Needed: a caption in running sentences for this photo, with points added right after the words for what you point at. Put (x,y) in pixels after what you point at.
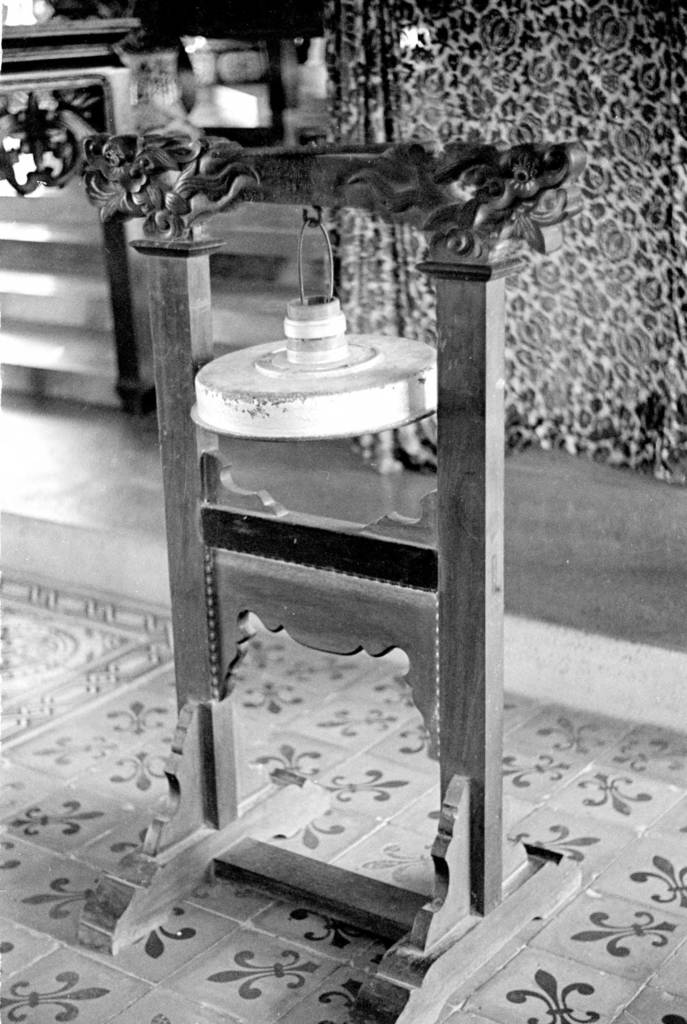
This is a black and white image. In this image there is a wooden stand (175,237) on a floor (31,444). On that something is hanged.
